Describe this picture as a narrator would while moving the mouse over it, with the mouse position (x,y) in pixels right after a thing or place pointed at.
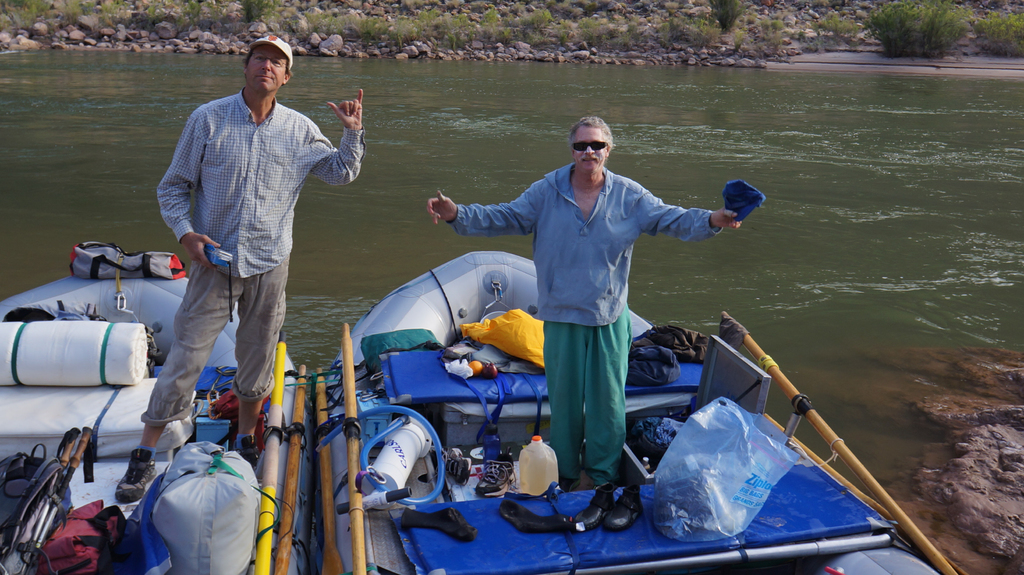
In this image we can see two men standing in the boats (409,296) which are on the water (812,298) holding some objects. We can also see some covers (739,455), bags (758,449), containers (554,470), pipes (400,484), bottle (551,458), socks (536,520) and shoes (509,458) in the boats (425,297). On the backside (788,258) we can see a water body (808,202), stones (782,49) and a group of plants (614,35).
